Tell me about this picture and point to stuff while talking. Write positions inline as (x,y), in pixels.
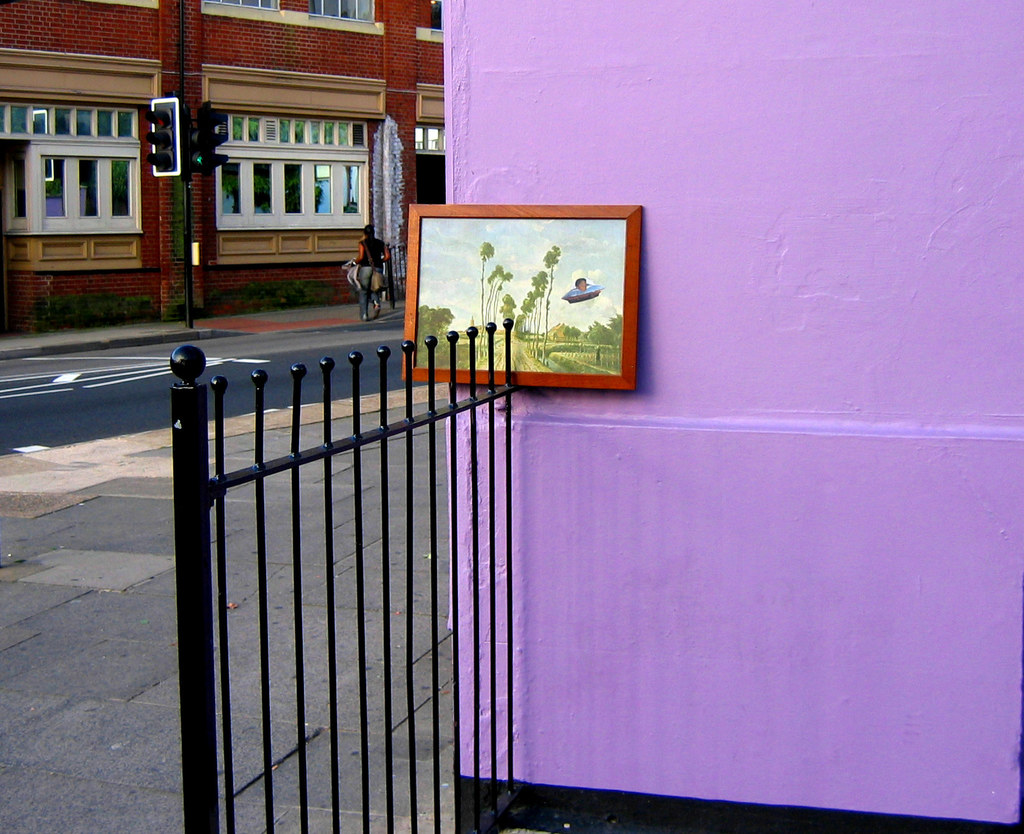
In this picture there is a black fence (329,493) and there is a photo frame (534,296) attached to a wall (648,232) and there is a building (276,105) and a person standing in the background (297,86).
